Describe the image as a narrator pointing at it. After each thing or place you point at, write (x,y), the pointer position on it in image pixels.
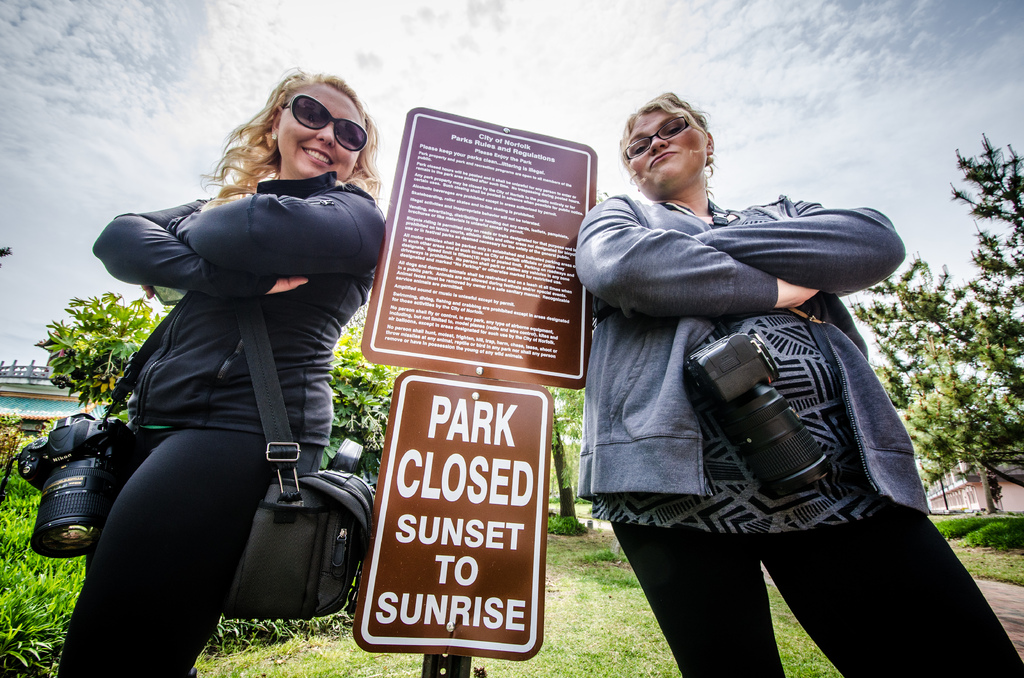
In this picture I can see there are two women (665,279) standing and they are smiling, they are wearing glasses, there is a pole (452,670) with boards (472,436) and there is something written on it. There are plants (45,570) at left side (25,550), there's grass (45,570) on the floor (28,563), there is a building (946,494) on the right side (1006,500), there are trees (954,378) and the sky (247,118) is cloudy.
